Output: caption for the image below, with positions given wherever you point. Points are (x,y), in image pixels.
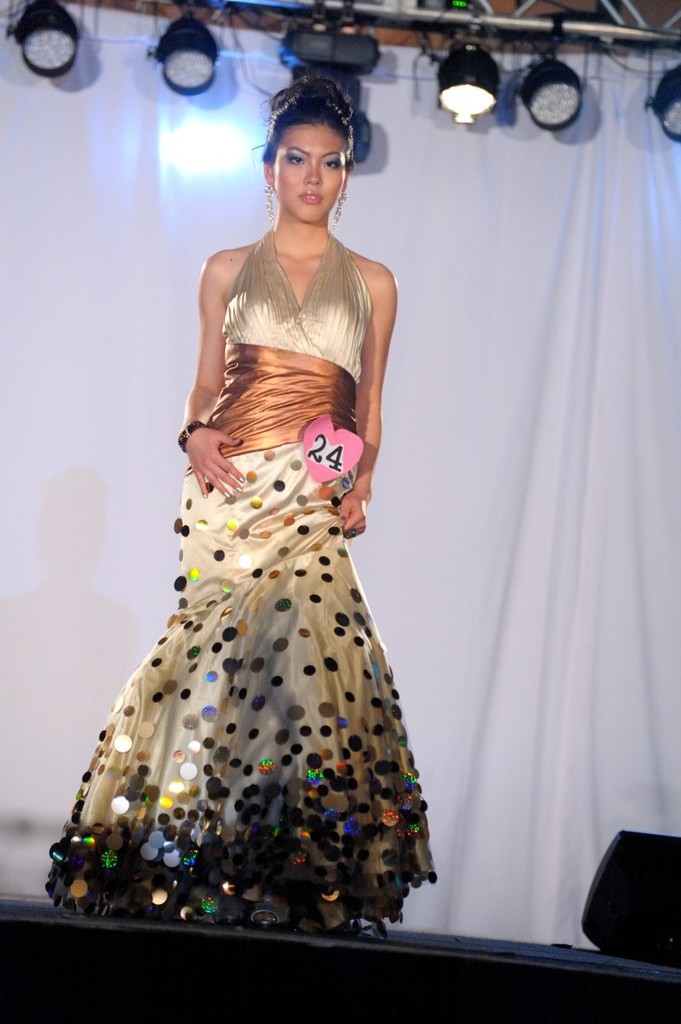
In this picture there is a woman (379,923) standing on the stage (628,999). At the back (163,276) there is a curtain (401,541). At the top (559,125) there are lights (559,125). At the bottom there is a speaker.
